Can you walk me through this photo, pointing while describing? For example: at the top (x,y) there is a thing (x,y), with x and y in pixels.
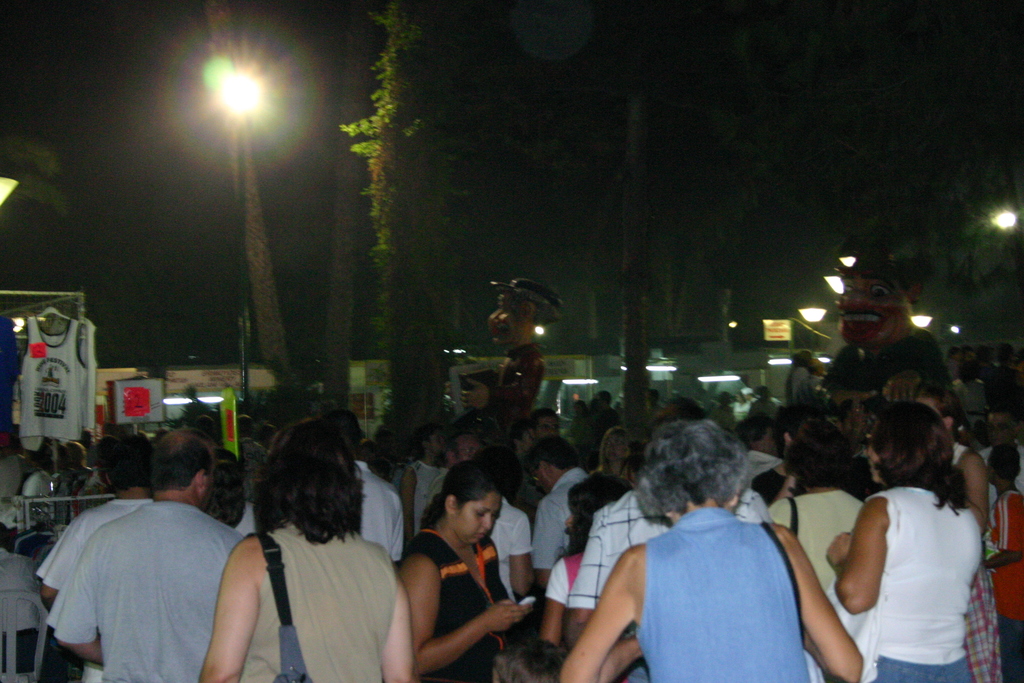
In this image I can see number of persons (466,518) are standing, few persons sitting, few clothes (49,405) hanged, few lights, few huge toys (884,334), few trees (646,356) and few buildings (224,383). In the background (536,259) I can see the dark sky (72,204).
